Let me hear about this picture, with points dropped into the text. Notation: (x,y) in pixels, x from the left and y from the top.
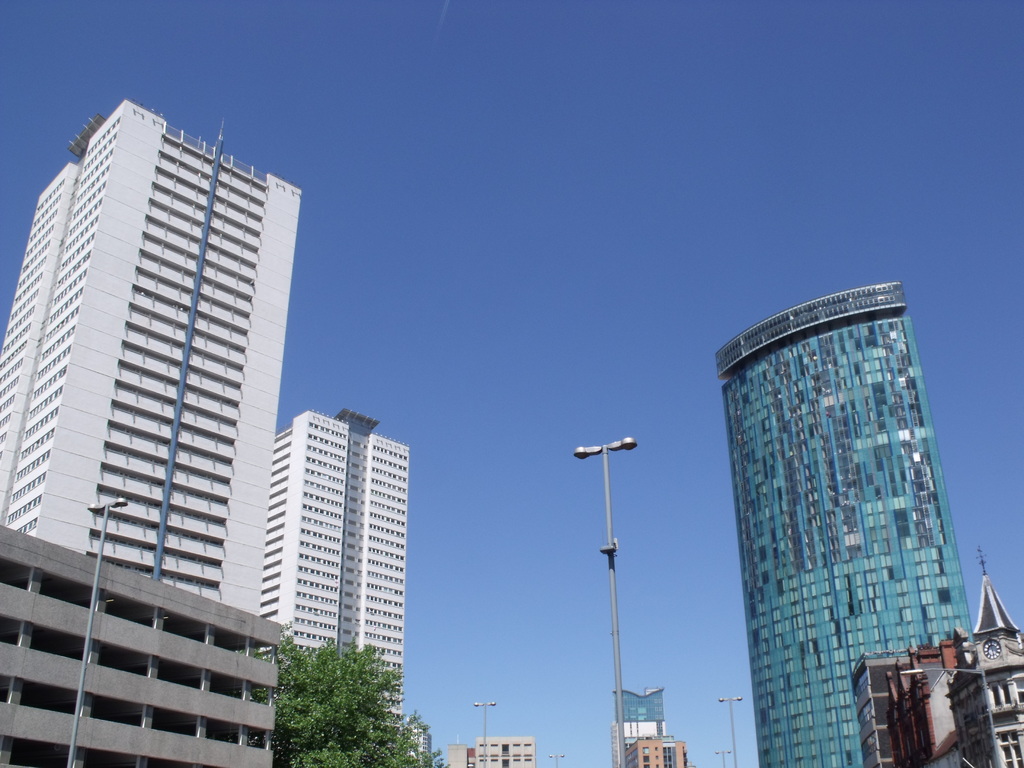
In this picture I can see some buildings (353,612) and trees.
